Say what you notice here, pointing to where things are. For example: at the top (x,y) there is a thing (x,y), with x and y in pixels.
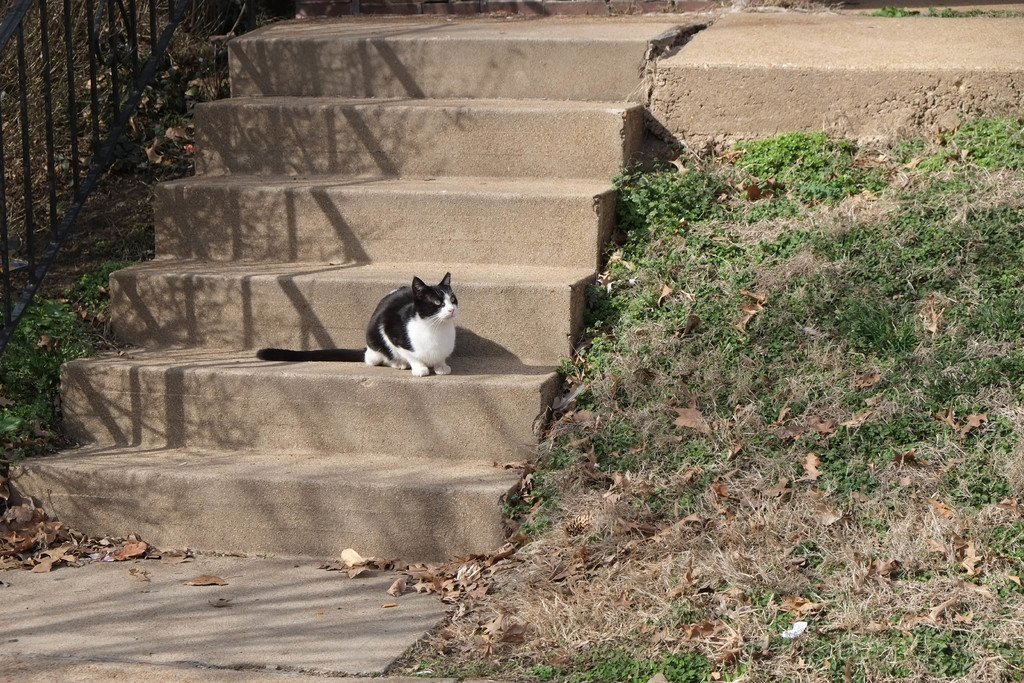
This image is clicked outside. There is iron railing (95,121) on the left side (46,92). There are stairs (267,194) in the middle (402,366), on that there is a cat (413,325). There is grass (691,352) in the right side (816,398).
